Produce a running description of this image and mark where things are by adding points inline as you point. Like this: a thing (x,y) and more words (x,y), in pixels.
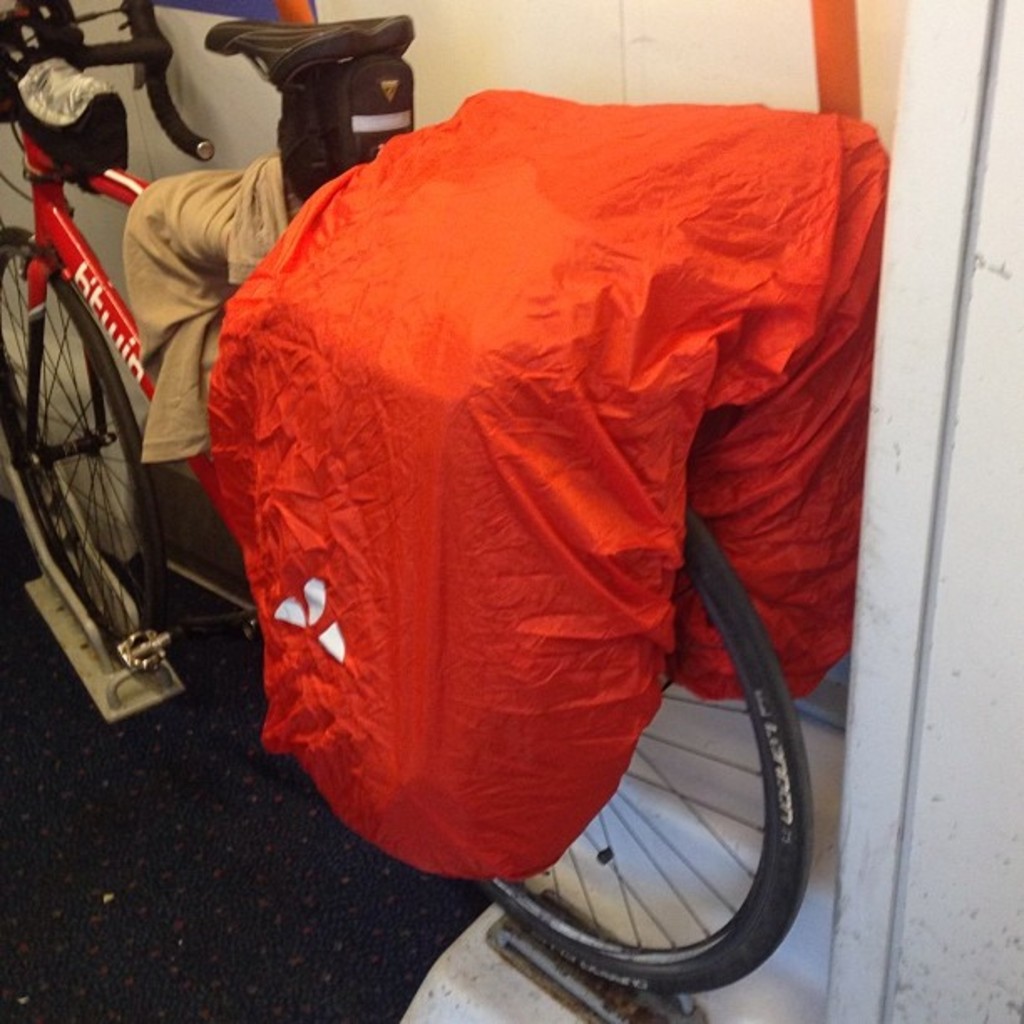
Here I can see a bicycle (35,451) is placed on the floor (143,896). On the bicycle (55,215) few clothes (151,282) are placed. In the background (562,54) there is a wall (511,54).
